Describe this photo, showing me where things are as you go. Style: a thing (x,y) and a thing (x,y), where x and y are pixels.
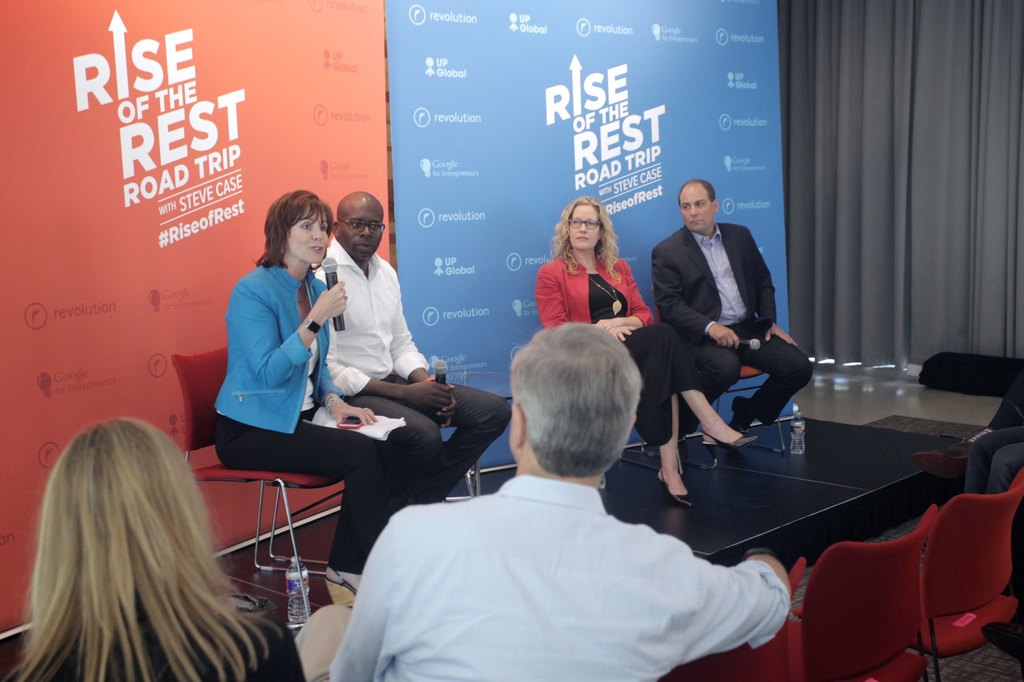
This picture is of inside the room (758,173). In the bottom (581,546) we can see a man (535,534) wearing blue color shirt (551,590) and sitting on the chair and in the left corner (143,522) we can see a woman (146,649). On the right (979,526) we can see the red color chairs (905,581). In the center (360,241) there is a woman (287,334) wearing blue color jacket (284,310), holding a microphone (339,320), sitting on the chair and talking, beside her there is a man (363,285) wearing white color shirt (378,338), holding a microphone (440,377) and sitting on the chair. In the center (580,264) there is a man (672,239) and a woman (643,316) sitting on the chairs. In the background (860,60) we can see the curtains (897,49) and two banners (402,92).
